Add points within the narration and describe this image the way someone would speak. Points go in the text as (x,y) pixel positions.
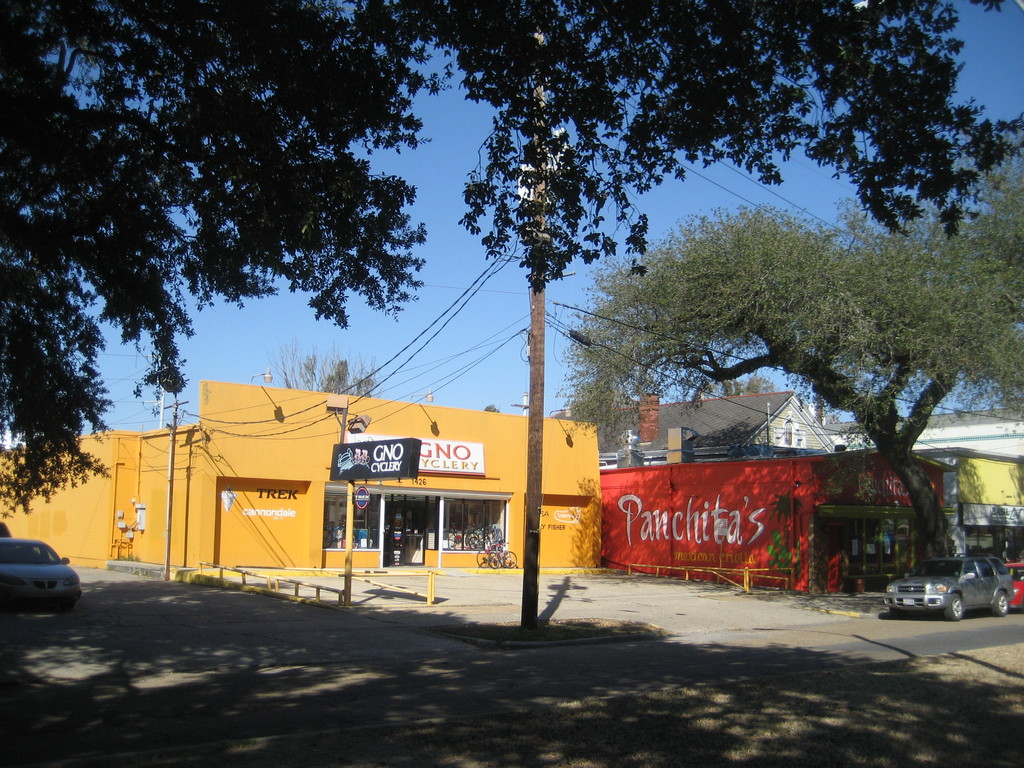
This is an outside view. Here I can see a road (299,671) and three cars (956,610). Beside the road (474,661) there is a pole (535,427) along with the wires (456,303). In the background (465,474) there are some buildings (510,510) and trees (654,315). On the top of the image (987,67) I can see the sky (987,67).
